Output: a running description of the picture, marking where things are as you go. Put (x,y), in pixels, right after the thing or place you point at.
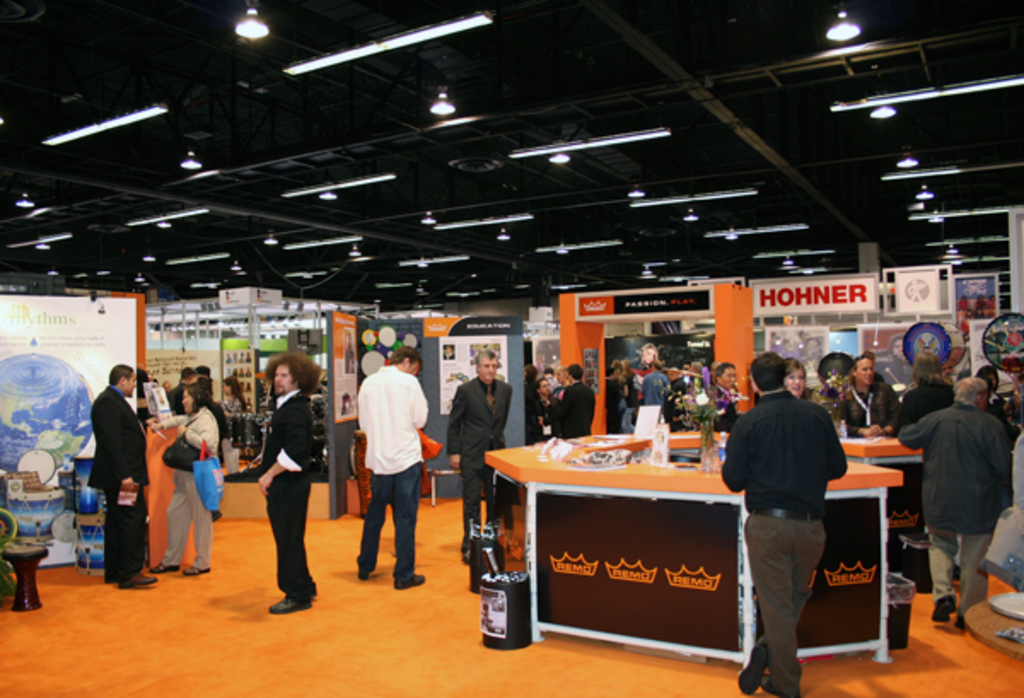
In this image we can see few people (121,462) standing on the floor (355,625), there is a table (626,504) with few objects (650,415), there are walls (359,358) with posters (88,361) and few objects (490,592) on the floor (344,650) and there are few lights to the ceiling (762,160).
